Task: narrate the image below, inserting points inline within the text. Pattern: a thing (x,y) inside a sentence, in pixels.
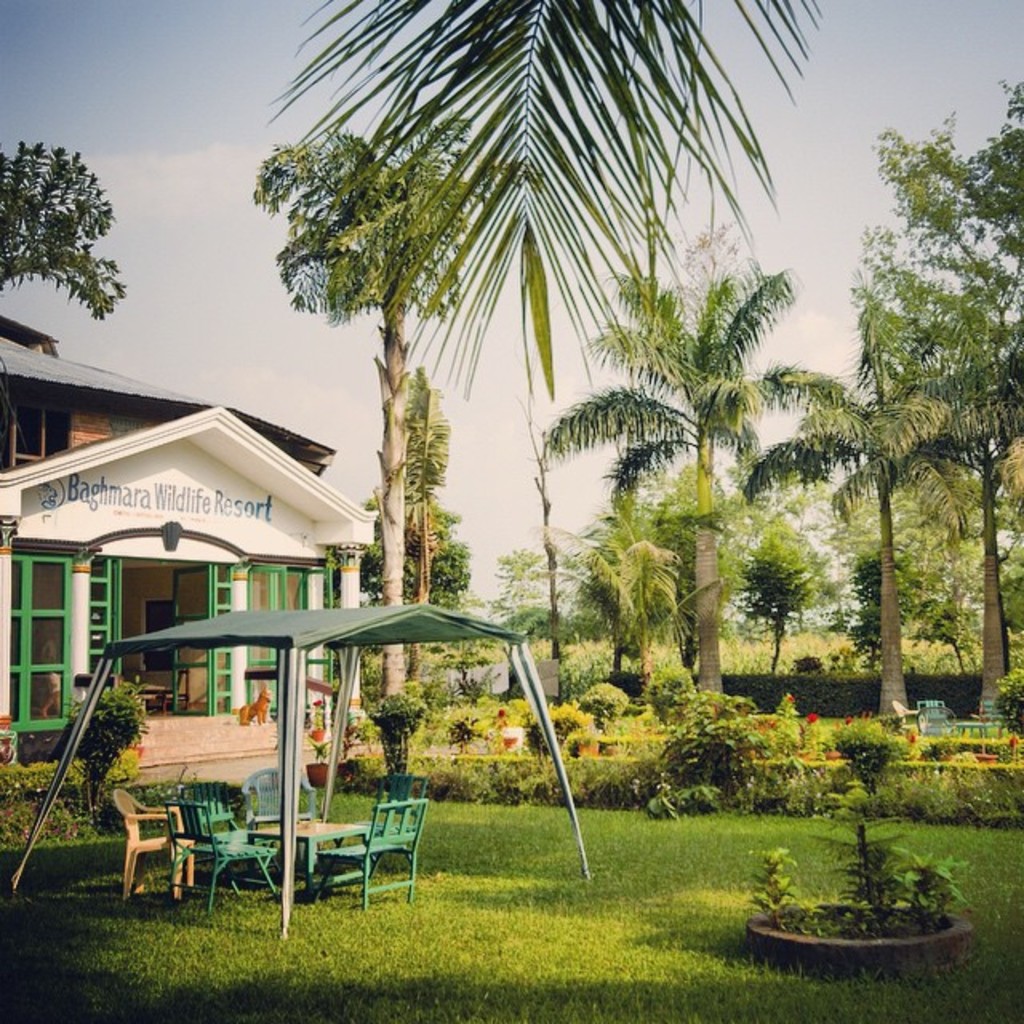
This image is taken outdoors. At the top of the image (187,252) there is the sky (326,382) with clouds (509,456). At the bottom of the image (382,959) there is a ground (484,962) with grass (616,896) on it. On the left side of the image (137,540) there is a house (170,570) and there is a text (163,499) on the wall (145,511). There is a tent (349,621). There is a table (298,828) and there are many empty chairs (179,842) around the table (266,831). On the right side of the image (726,501) there are many trees (898,696) and plants (844,723) with leaves (356,274), stems (705,560) and branches (868,812).
